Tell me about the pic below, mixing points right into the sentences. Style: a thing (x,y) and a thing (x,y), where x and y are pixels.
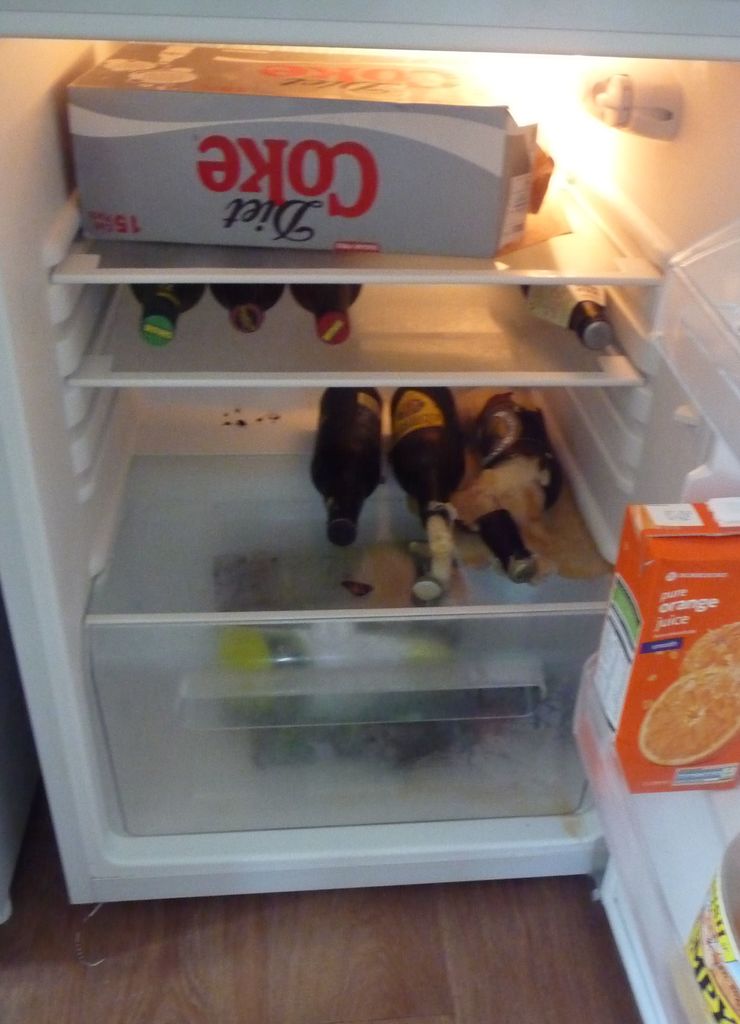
In this image I can see a refrigerator (330,560) which is placed on the floor (269,959) and its door (683,407) is opened. Inside the refrigerator (426,314), I can see few boxes (352,159) and bottles (489,461).
